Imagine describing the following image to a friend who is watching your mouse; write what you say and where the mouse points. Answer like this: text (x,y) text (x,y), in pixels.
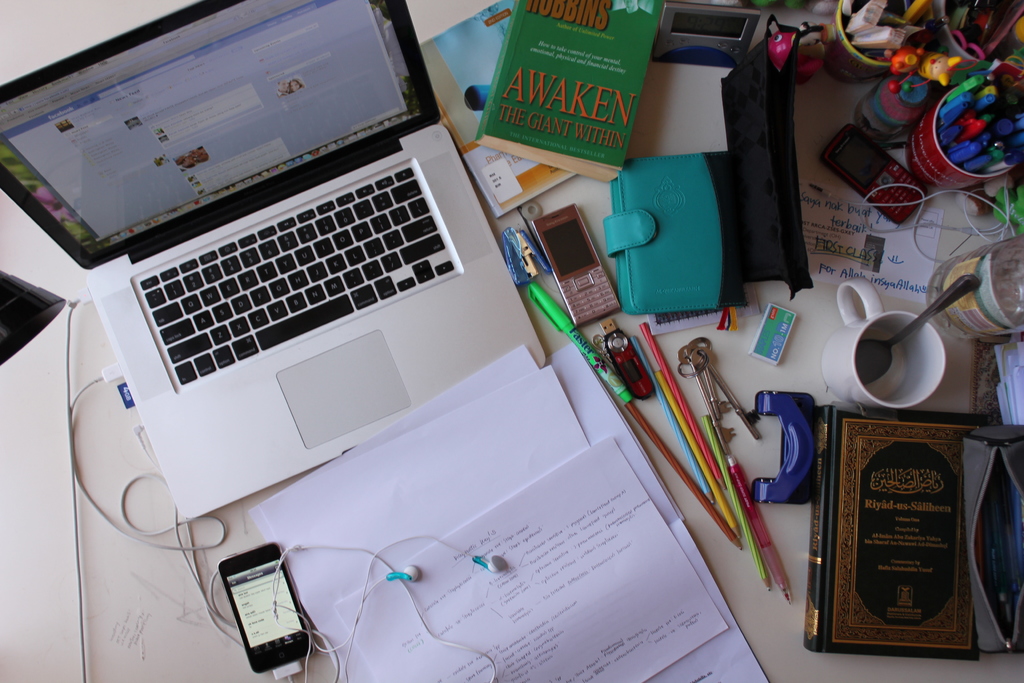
This picture shows a mobile (282,568) with earphones (331,651) and we see a laptop (260,480) and few papers (565,508), teacup (882,330) and couple of pen stands (864,56) and a book (632,11) and two wallets (751,272) and a mobile (580,223) on the table (215,681).
